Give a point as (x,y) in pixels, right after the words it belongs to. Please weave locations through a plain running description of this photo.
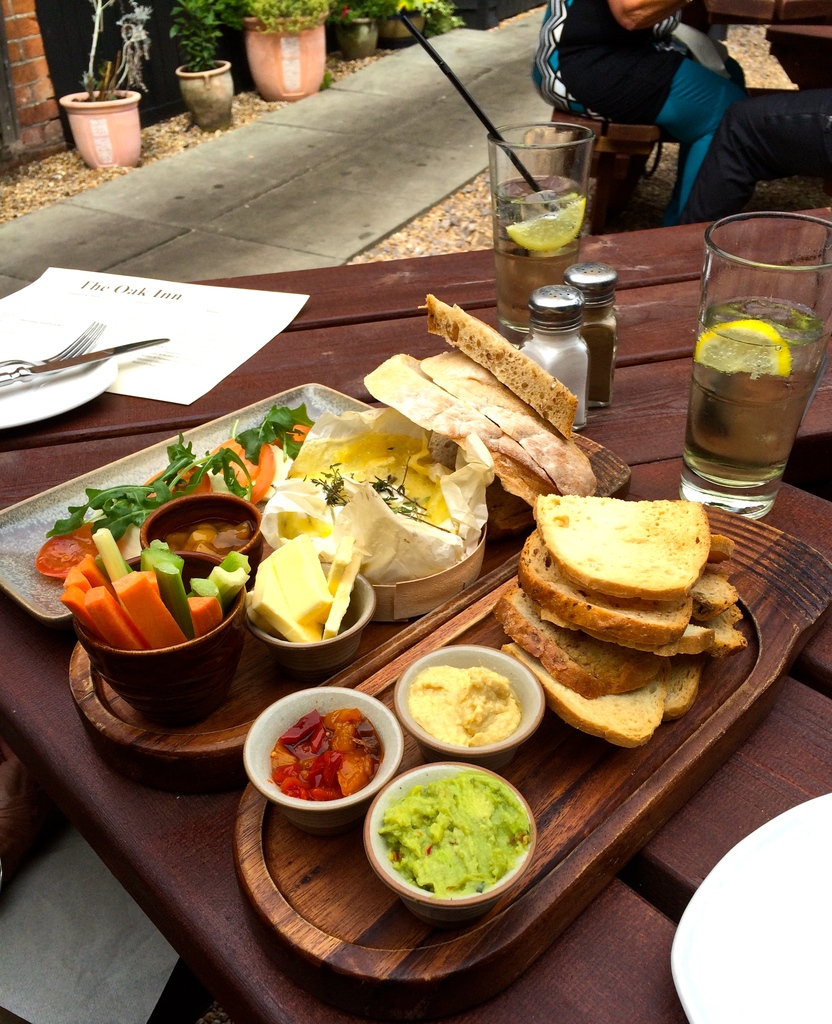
In this image I can see different food items (464,735) and they are in brown, green, red color and the food (433,520) is in the wooden tray (285,879) and I can also see few glasses (548,277), papers (259,295) on the table (255,358). Background (614,81) I can see a person (659,58) and I can see plants (426,22) in green color.
